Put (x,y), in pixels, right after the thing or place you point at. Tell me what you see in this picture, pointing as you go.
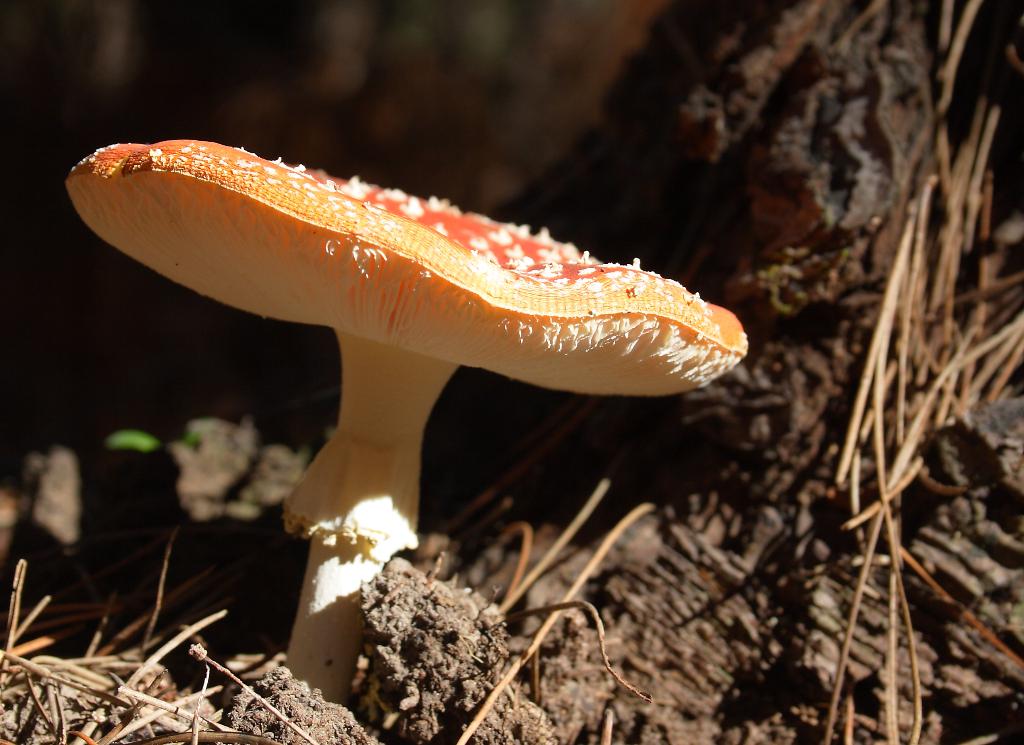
In this image there is a mushroom (372,475), beside that there is a tree (893,148) and there is some dry grass (30,660) on the surface (595,667).
